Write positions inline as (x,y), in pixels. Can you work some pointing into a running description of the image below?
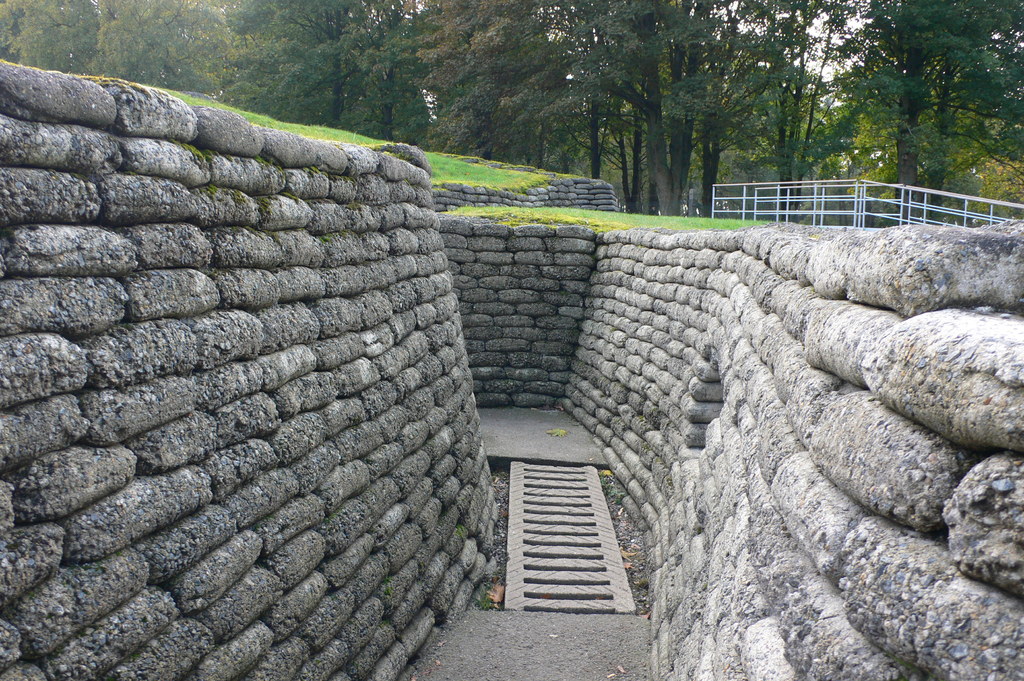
In this picture we can see few rocks (717,416) and fence (787,196), in the background (602,178) we can find grass (447,160) and few trees (689,92).
